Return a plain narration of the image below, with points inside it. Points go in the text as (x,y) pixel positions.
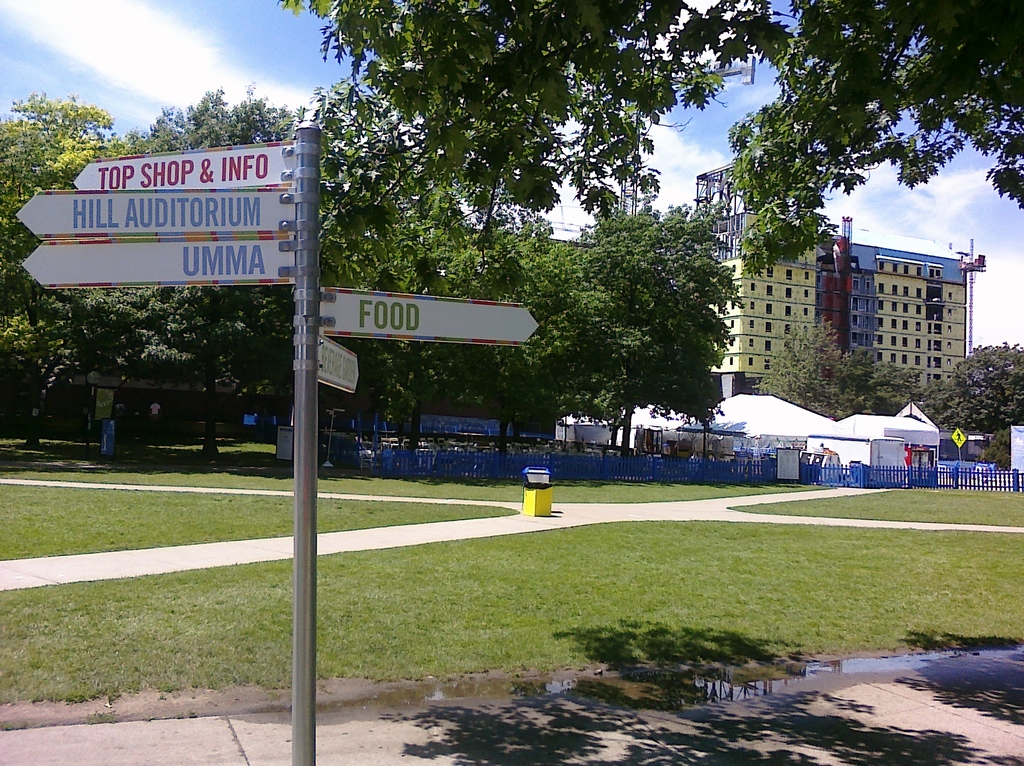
In this picture we can see direction board (211,220) in the front (203,231). Behind we can see the grass field (586,584) and some trees (610,309). In the background (793,317) we can see yellow building (849,330). On the top (197,50) there is a sky (217,67) and clouds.
